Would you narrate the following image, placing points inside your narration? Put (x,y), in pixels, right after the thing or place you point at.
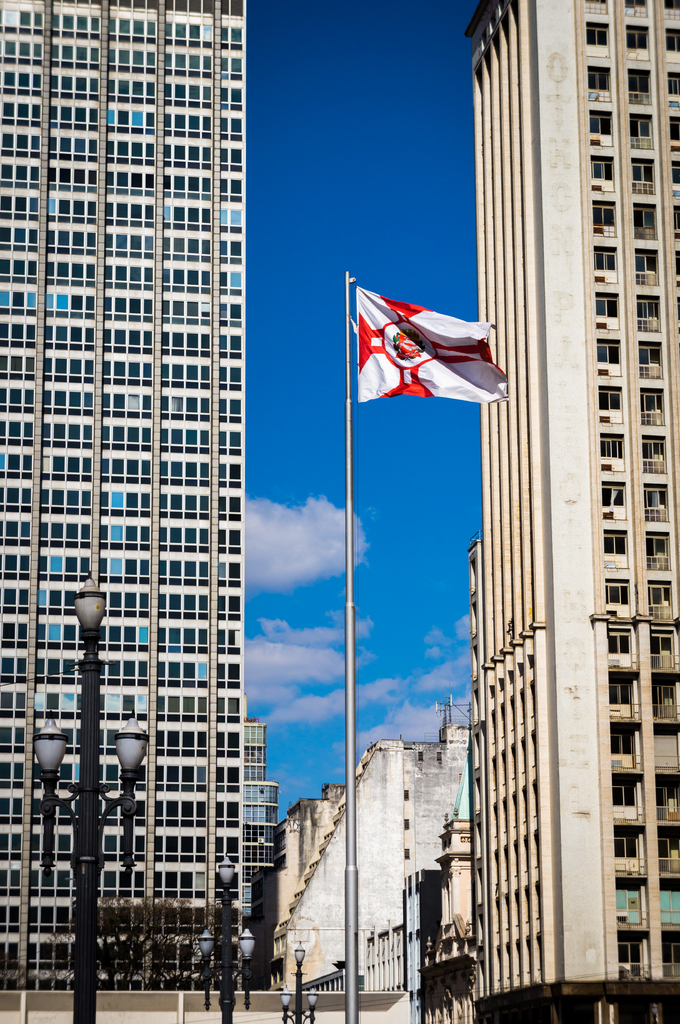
In the image there are two skyscrapers (135,459) on either side with a flag (377,353) in the middle (403,383) and street light (91,878) on the left side (225,1021) and above its sky (303,229) with clouds (295,531).
